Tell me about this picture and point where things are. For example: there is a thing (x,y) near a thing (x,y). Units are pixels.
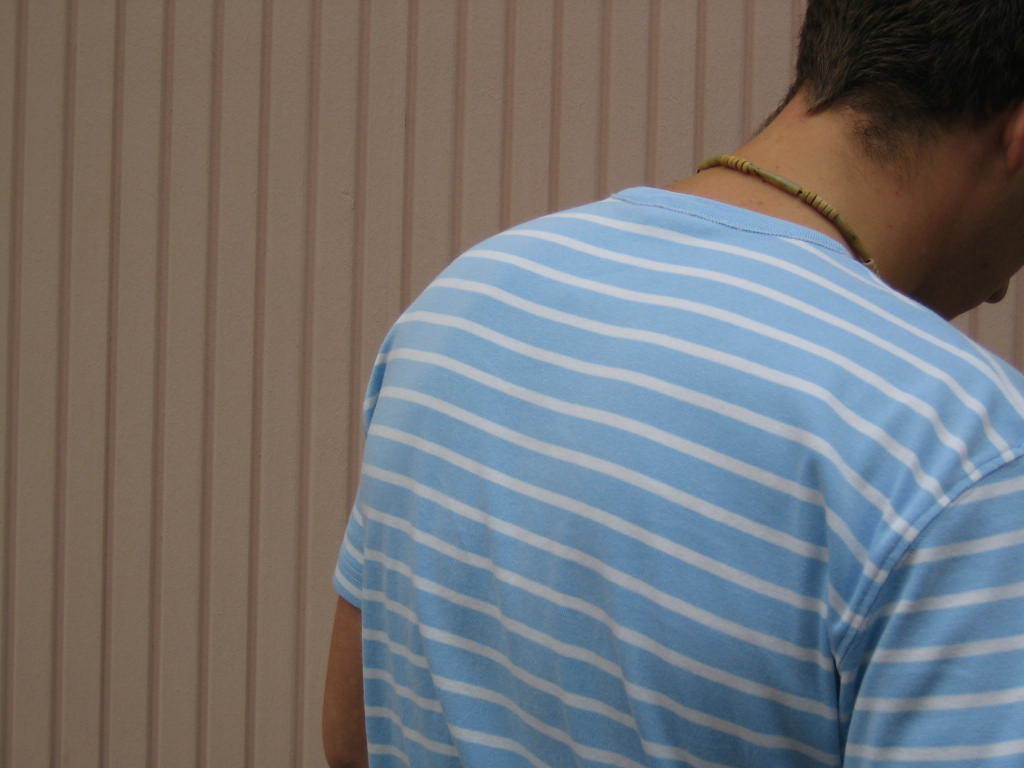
In this image I can see the person (615,334) wearing the white and blue color dress (727,382) and I can see the wall (147,453) in the back (279,218).
